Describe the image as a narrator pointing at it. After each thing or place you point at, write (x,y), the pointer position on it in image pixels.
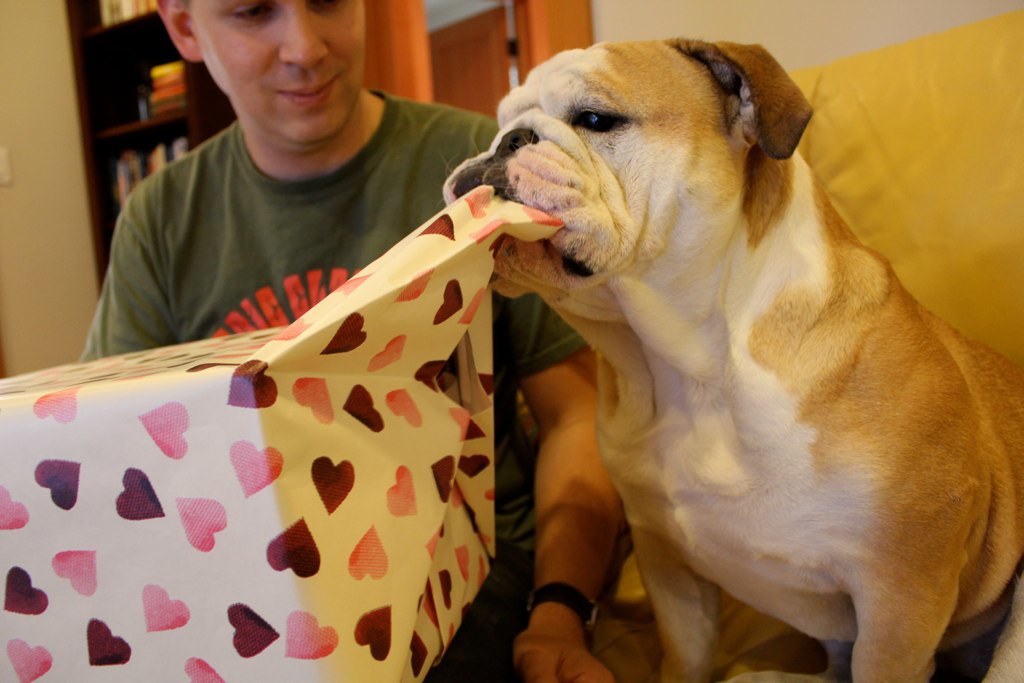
Here we can see a dog (756,400), person (297,153) and gift box (402,368). In this rack (134,150) there are books (159,72) and things (159,93).
